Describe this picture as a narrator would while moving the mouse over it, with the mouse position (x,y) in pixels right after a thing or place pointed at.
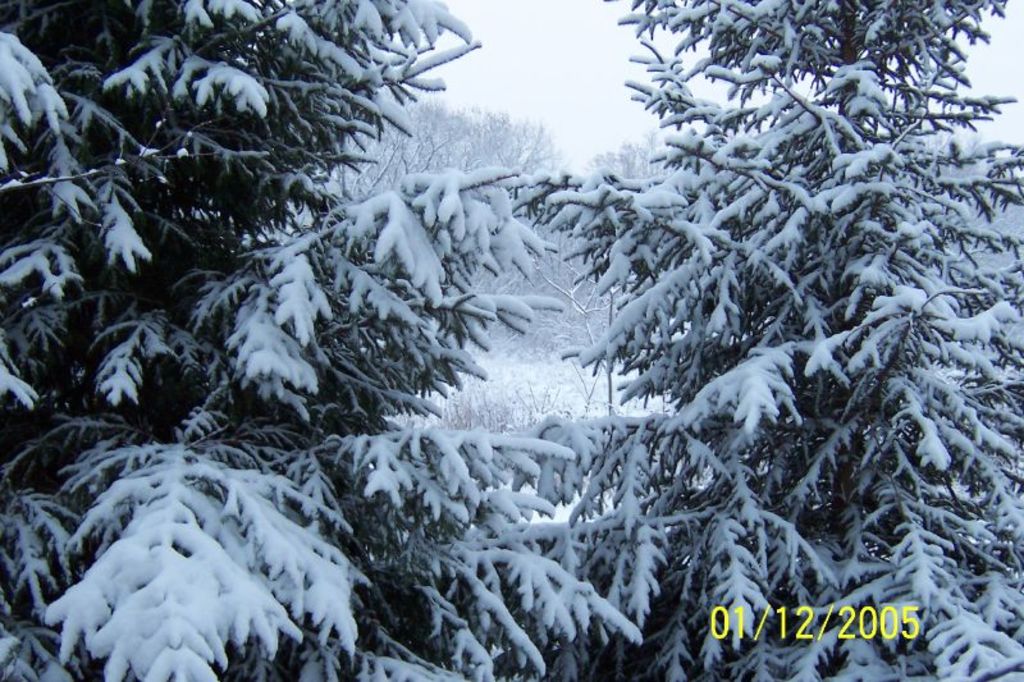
This image is taken outdoors. At the top of the image (536,56) there is the sky (556,109). In the middle of the image (461,244) there are many trees (742,365) with stems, branches (228,492) and leaves (212,286) and they are covered with snow (349,267).
